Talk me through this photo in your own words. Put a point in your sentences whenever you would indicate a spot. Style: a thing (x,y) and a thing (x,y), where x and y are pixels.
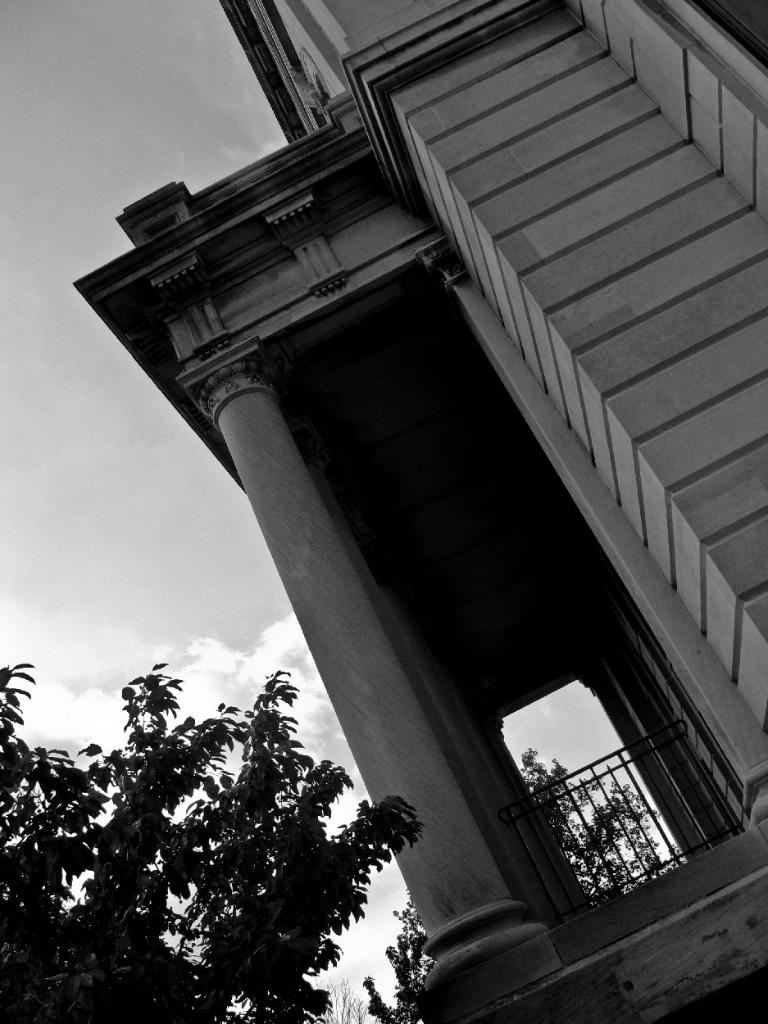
It looks like a black and white image. We can see a building (540,579) and on the left side of the building (384,666) there are trees (162,896). Behind the building (167,319) there is the sky (41,441).
